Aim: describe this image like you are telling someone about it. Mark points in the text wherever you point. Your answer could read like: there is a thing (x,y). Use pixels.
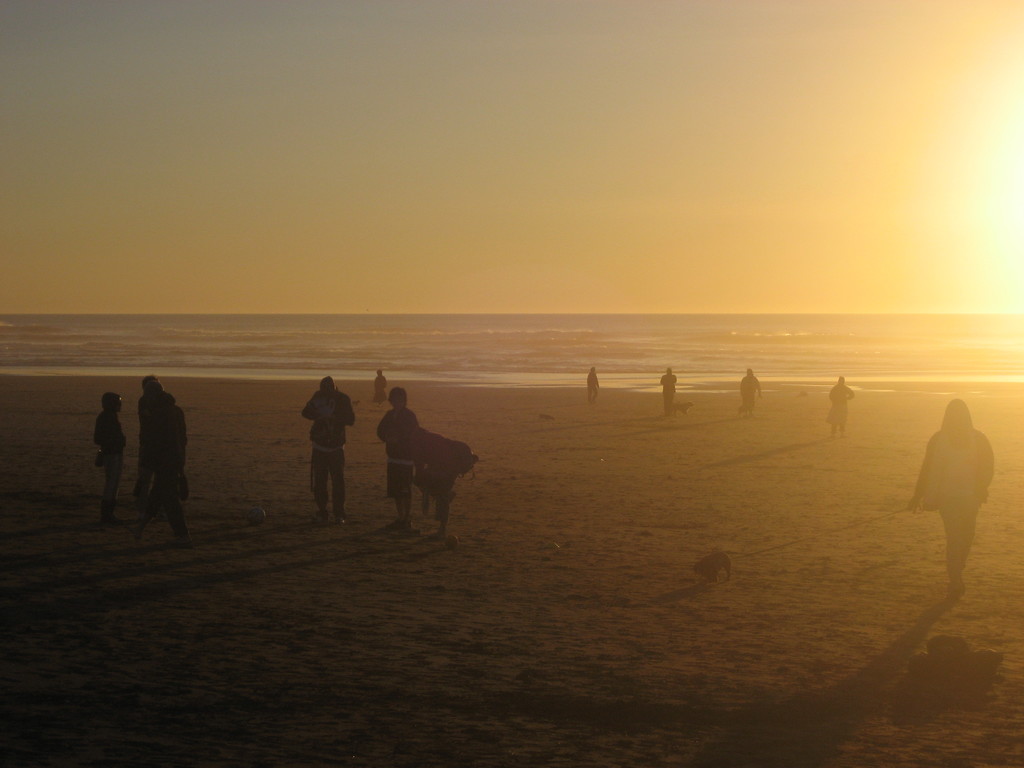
In this picture there are persons (159,465) standing and walking. In the background (525,324) there is an ocean (559,319).
